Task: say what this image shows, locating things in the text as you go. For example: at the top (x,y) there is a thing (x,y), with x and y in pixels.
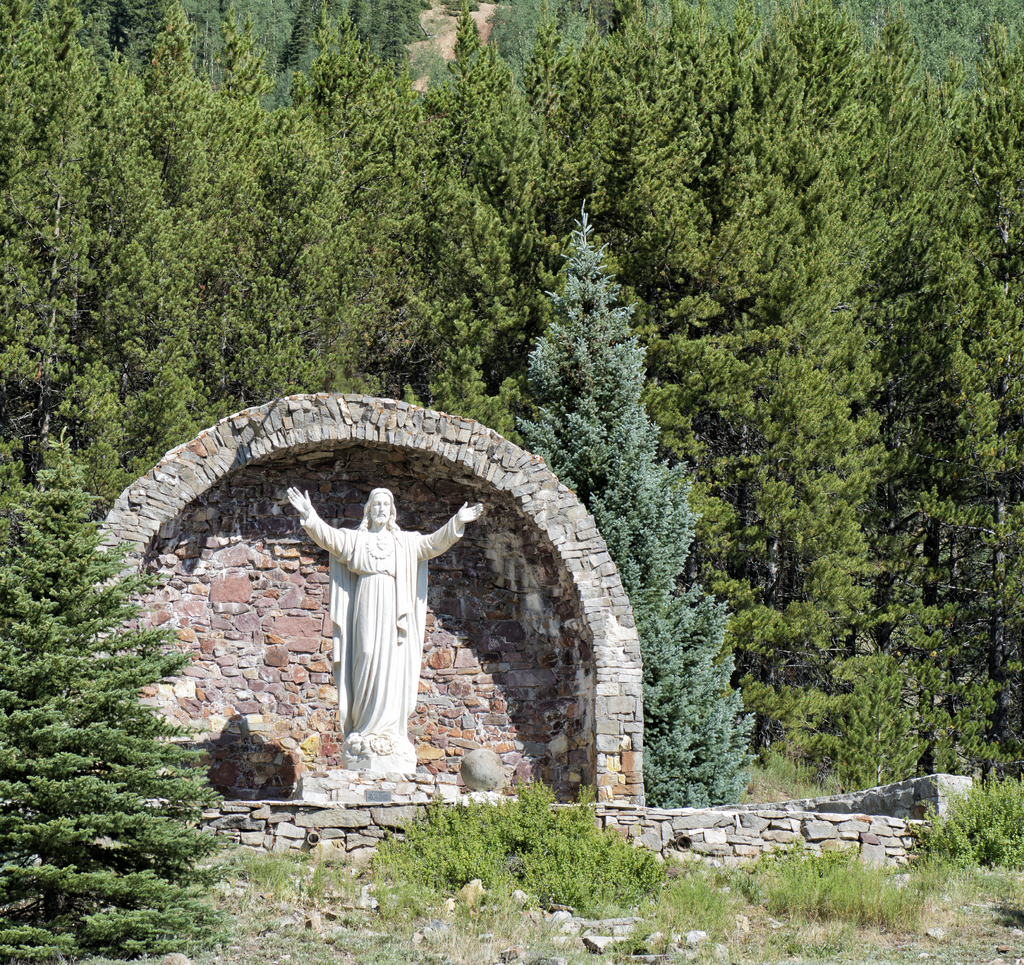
In the foreground of the picture (581,868) there are plants (486,876), stones (569,928), trees (15,522), brick wall (332,713) and a sculpture (381,517). In the background (487,241) there are trees (730,339).
